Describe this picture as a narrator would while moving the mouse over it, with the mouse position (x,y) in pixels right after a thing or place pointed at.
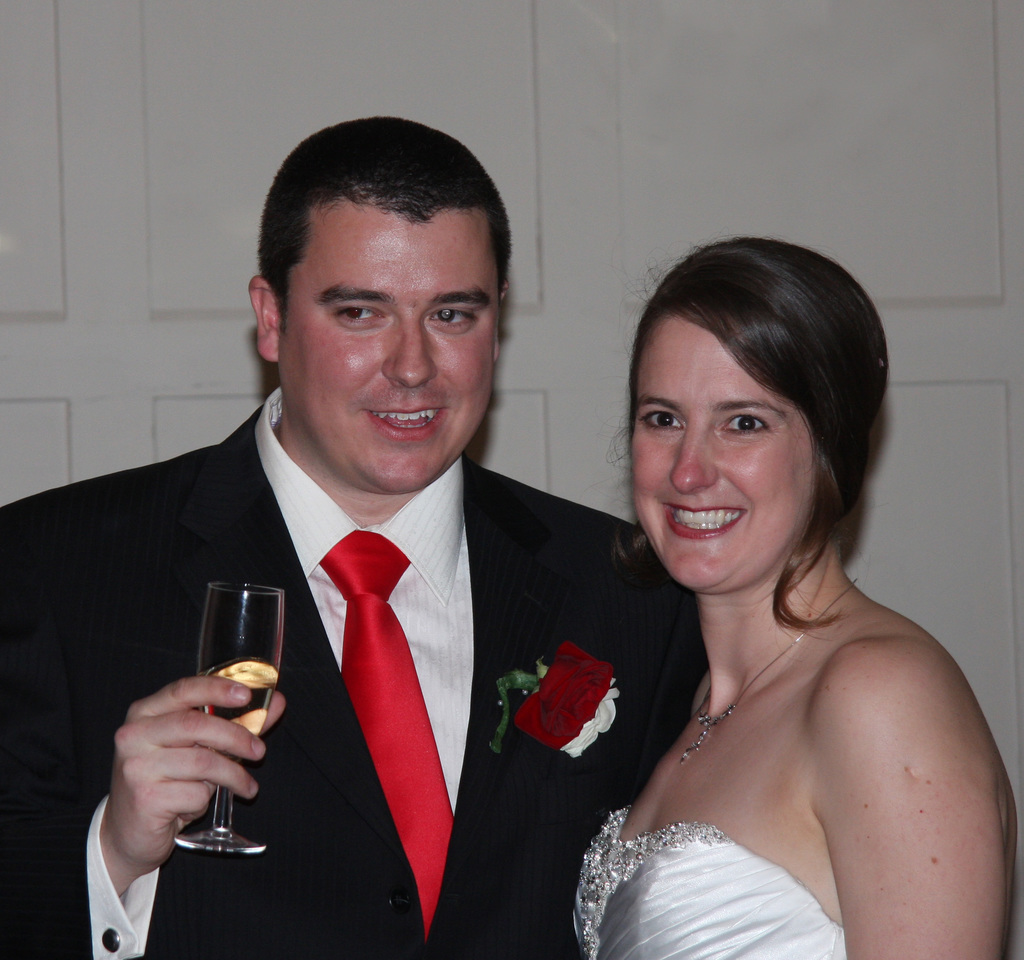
There are two persons (467,671) in the image. One is a man (380,668), who is holding a wine glass (258,628) with wine (241,707) in it. He wore black suit (201,552) with white shirt (343,519) and a red tie (371,665). The suit (488,622) has red rose (574,702) and white flower (604,722) with leaves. And women (701,718) wore white dress (693,870) with a small necklace (729,710) on her neck (783,646).
